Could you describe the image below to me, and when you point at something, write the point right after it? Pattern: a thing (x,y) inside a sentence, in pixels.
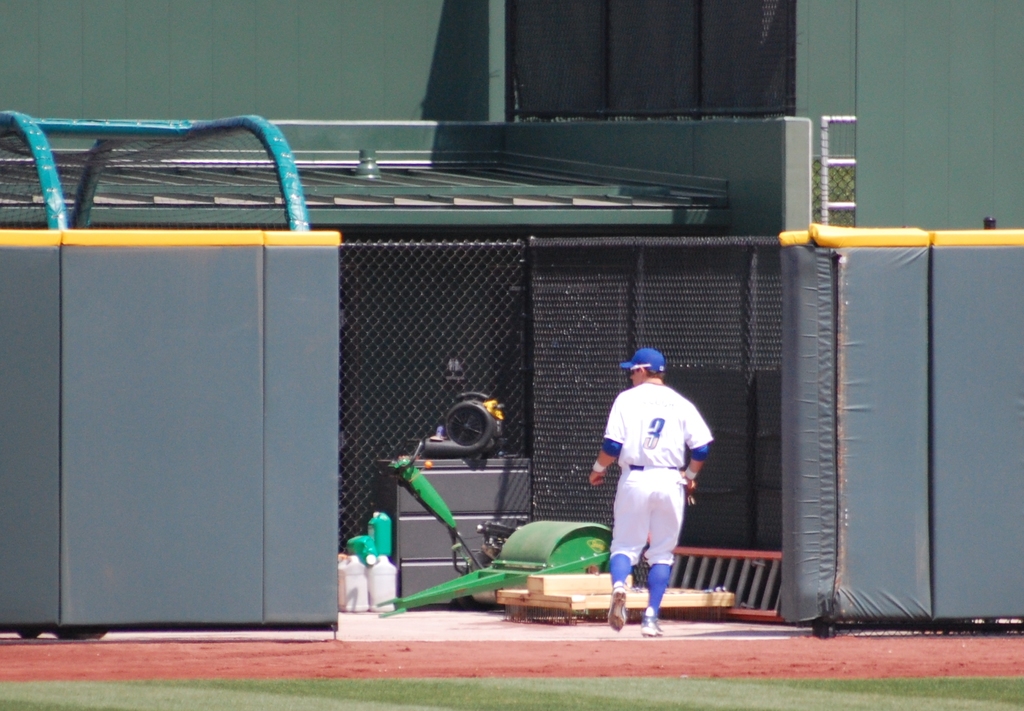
At the bottom of the image (426,663) there is ground (731,659). There is a man (641,422) with cap (650,352) is walking. In front of him there is a wooden object (546,583), hand roller (500,584) and other things (364,564). Behind them there is fencing (453,309) and also there is a roof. On the left (323,592) and right corner of the image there are fencing boards (107,304). In the background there are fencing walls (676,148).
